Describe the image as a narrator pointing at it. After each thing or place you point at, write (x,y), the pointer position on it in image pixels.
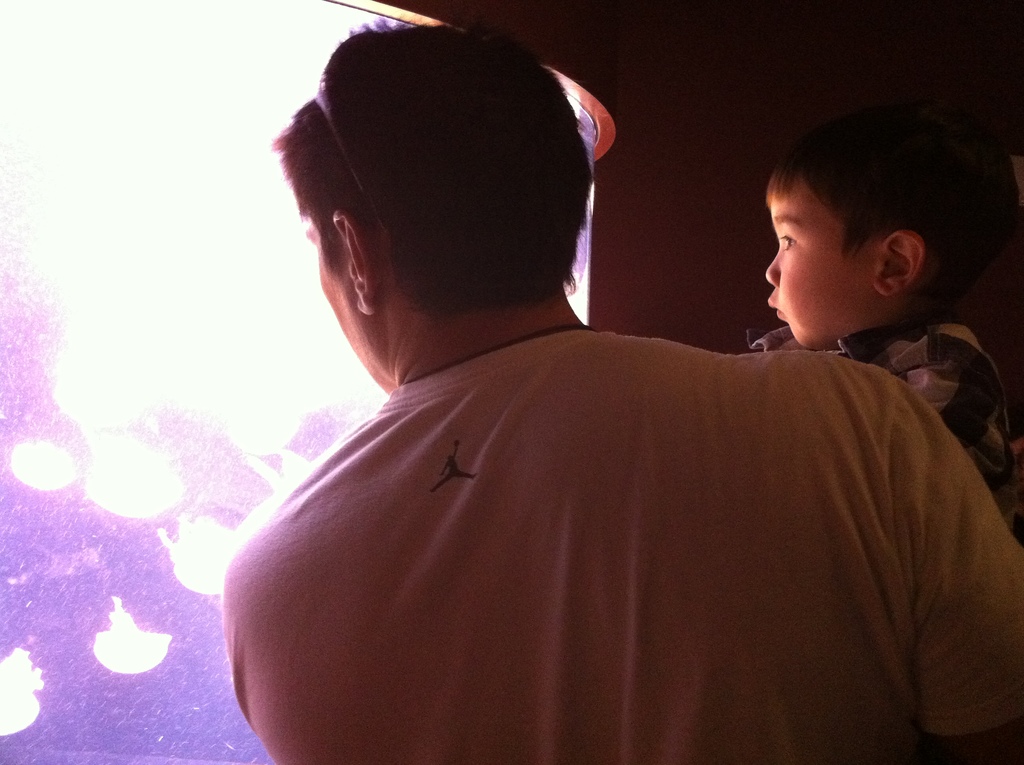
In the image there is a man (548,512) holding a boy (899,359) in his arms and it looks like there is an aquarium (119,135) in front of them.
